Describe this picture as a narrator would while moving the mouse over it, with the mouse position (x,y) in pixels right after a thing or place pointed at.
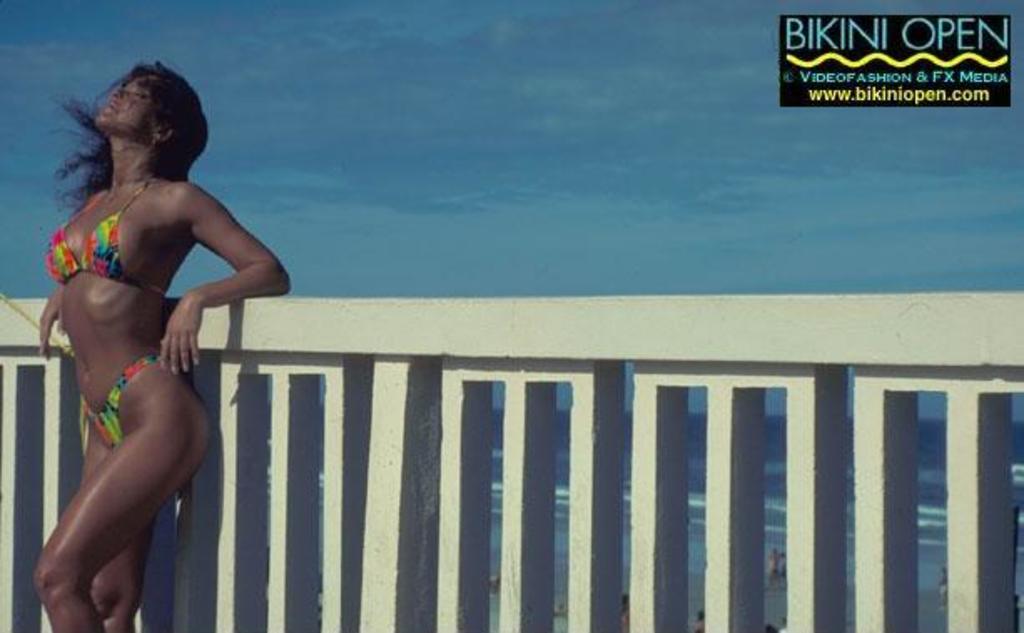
In this picture we can see a woman (133,558) standing at the fence (550,344) and in the background (932,392) we can see the sky (655,209) with clouds (852,152).
